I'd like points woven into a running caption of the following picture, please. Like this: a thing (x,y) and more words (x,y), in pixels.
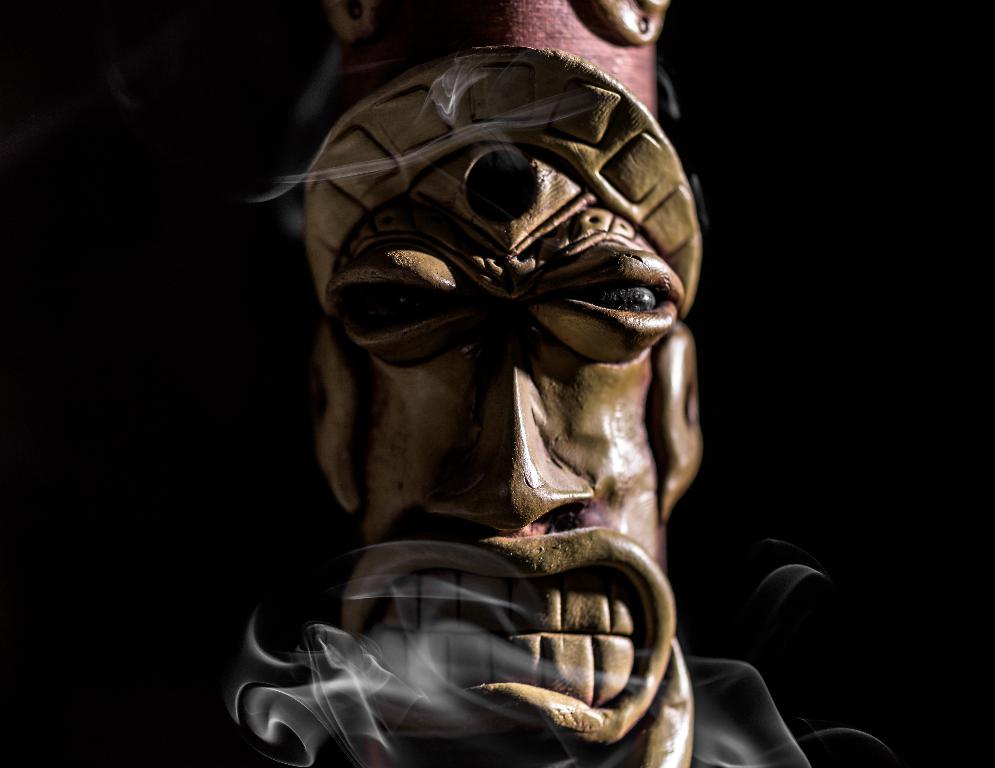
In this picture, we see the demon statue (490,497). In the background (894,401), it is black in color. This picture might be clicked in the dark.
